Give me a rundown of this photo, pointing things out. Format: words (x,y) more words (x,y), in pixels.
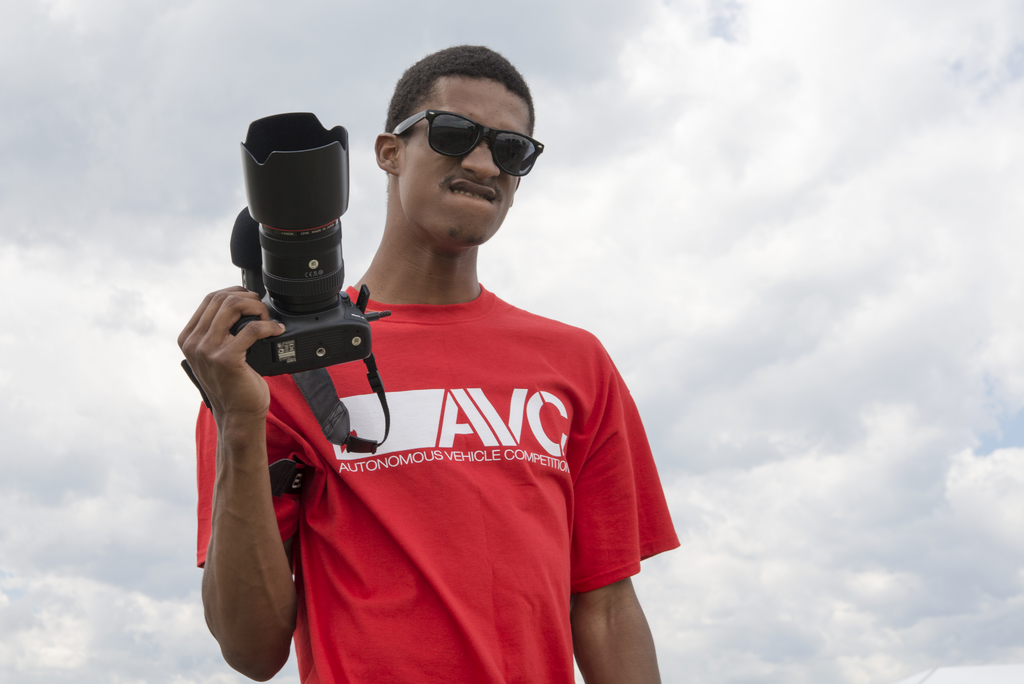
In this image we can see a man (376,348) wearing the red color t shirt (508,475) and also glasses (470,143) and holding the camera (292,259). In the background (139,87) we can see the cloudy sky (138,299).
